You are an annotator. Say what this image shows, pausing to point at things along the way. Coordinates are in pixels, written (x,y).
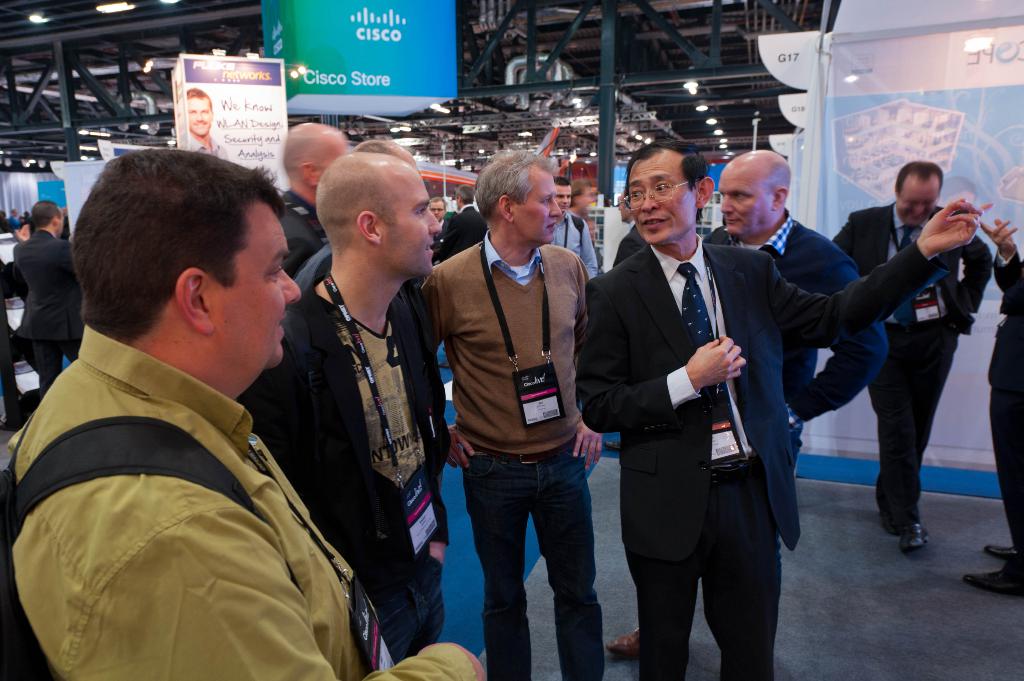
On the left side (327,343), there are persons (547,201) in different color dresses (731,286), standing on a floor (532,594). One of them is speaking and showing something. In the background (945,195), there are other persons (936,211), banners (293,27), hoardings (873,85), lights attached to the roof (671,115), there are pillars (67,65) and other objects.
